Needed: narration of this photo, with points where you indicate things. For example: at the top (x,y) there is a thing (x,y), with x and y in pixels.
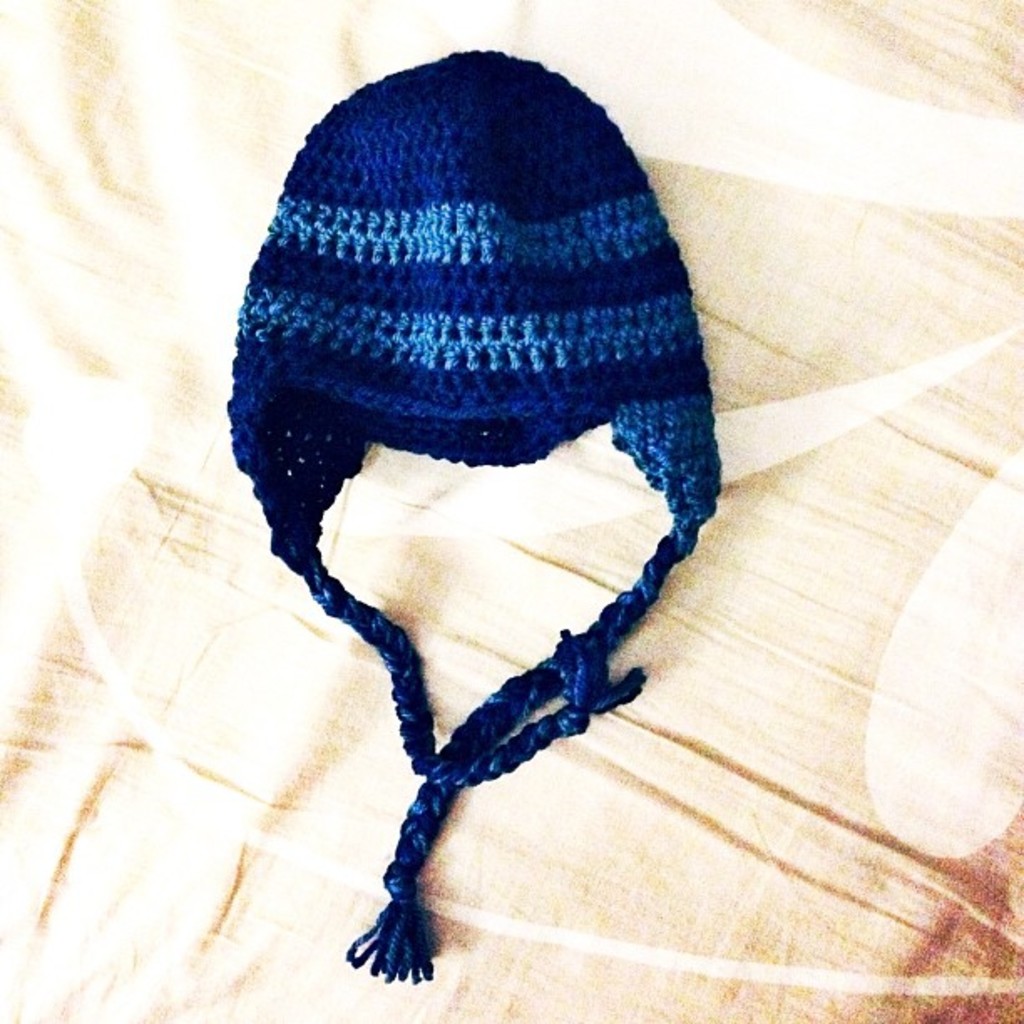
In this image there is a knit cap (487,368), at the background of the image (849,677) there is a cloth (791,437) truncated.
